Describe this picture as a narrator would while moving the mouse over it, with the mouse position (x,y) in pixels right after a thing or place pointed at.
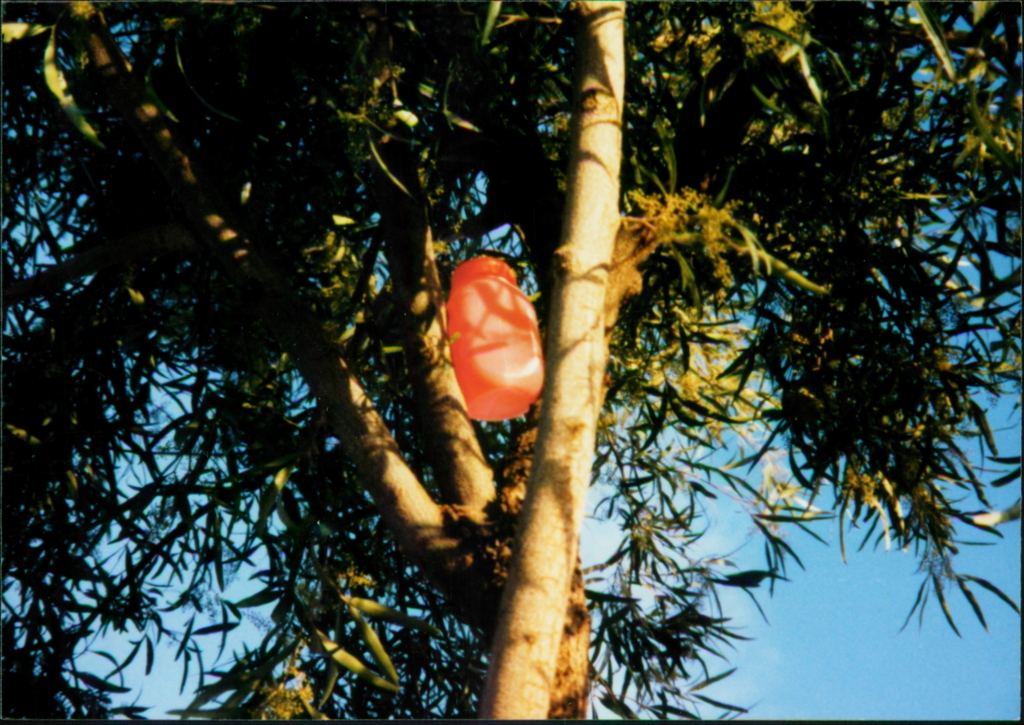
In this image I can see there is a tree (621,293) and there is an object (511,333) on the branch (555,398) of the tree (525,431) and the sky (718,498) is clear.
